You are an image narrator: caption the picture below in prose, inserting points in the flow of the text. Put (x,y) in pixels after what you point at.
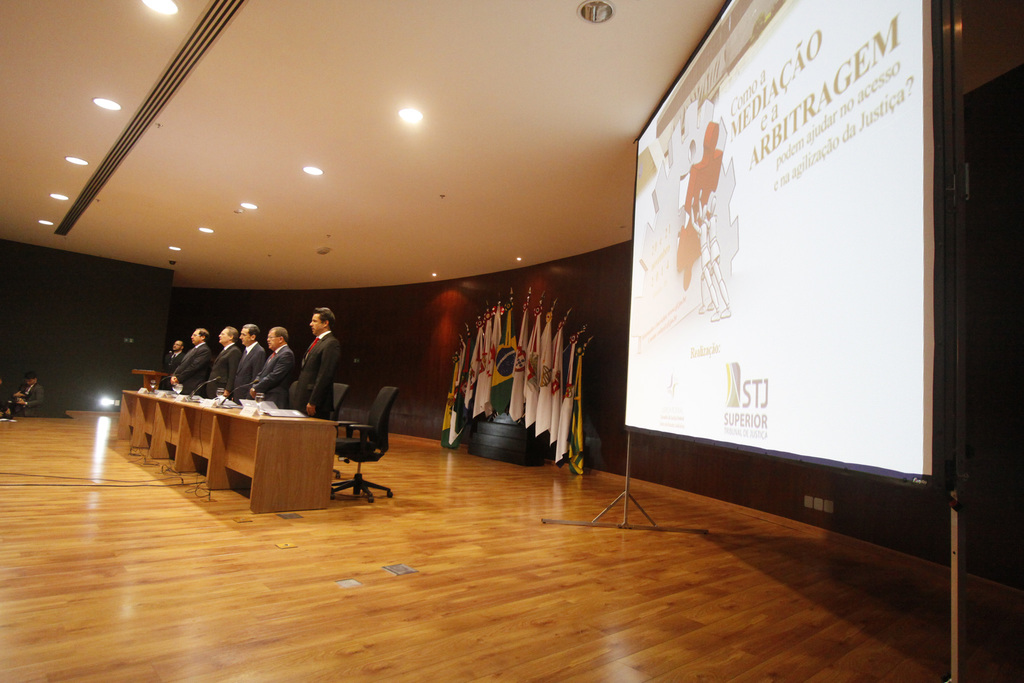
There are some people (249,371) standing in front of a table (292,419) on which a name plate (219,401) and papers (270,407) were placed. Behind them there are some chairs (364,440). In the right side (797,288) there is a projector display screen (716,266). In the background (60,334) there is a wall (90,311) here.
